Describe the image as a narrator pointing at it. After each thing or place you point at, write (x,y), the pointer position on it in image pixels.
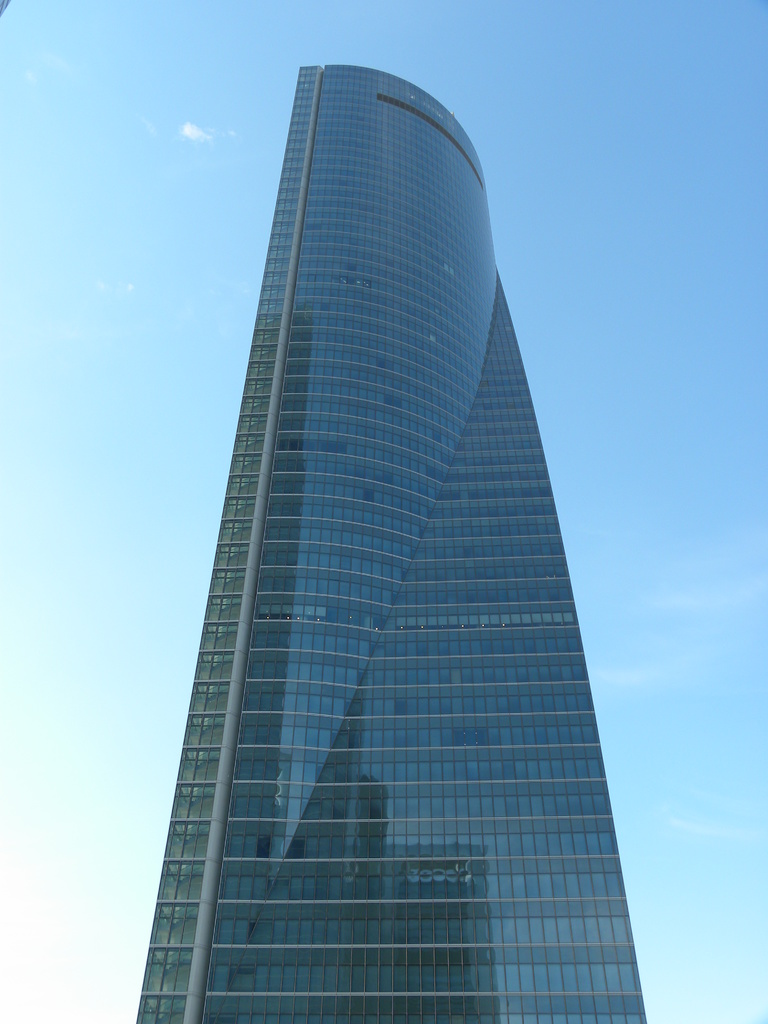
In the center of the image (314,419) there is a building (331,701). In the background (83,788) there is sky (596,164) and clouds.
